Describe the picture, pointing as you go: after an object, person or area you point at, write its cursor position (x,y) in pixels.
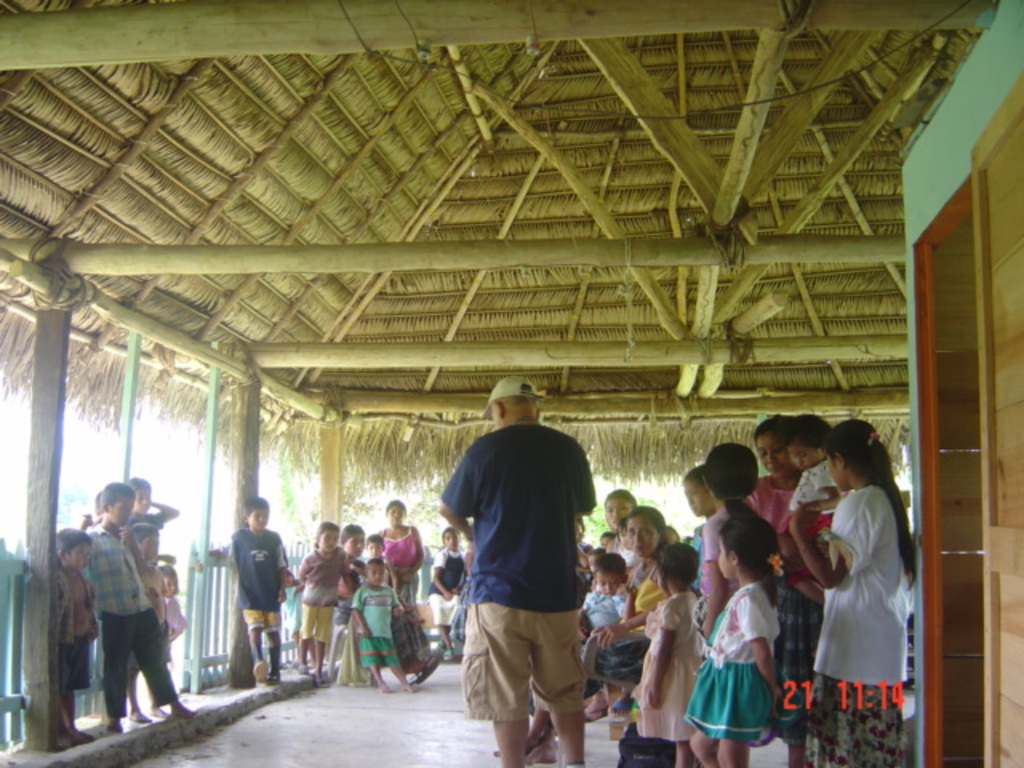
In the background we can see the green leaves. Under the hut (151,364) we can see the people (519,737). In this picture we can see poles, railing (18,549). In the middle portion of the picture (586,492) we can see a man (585,497) wearing a cap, t-shirt (550,468) and he standing. In the bottom right corner of the picture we can see the digits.
